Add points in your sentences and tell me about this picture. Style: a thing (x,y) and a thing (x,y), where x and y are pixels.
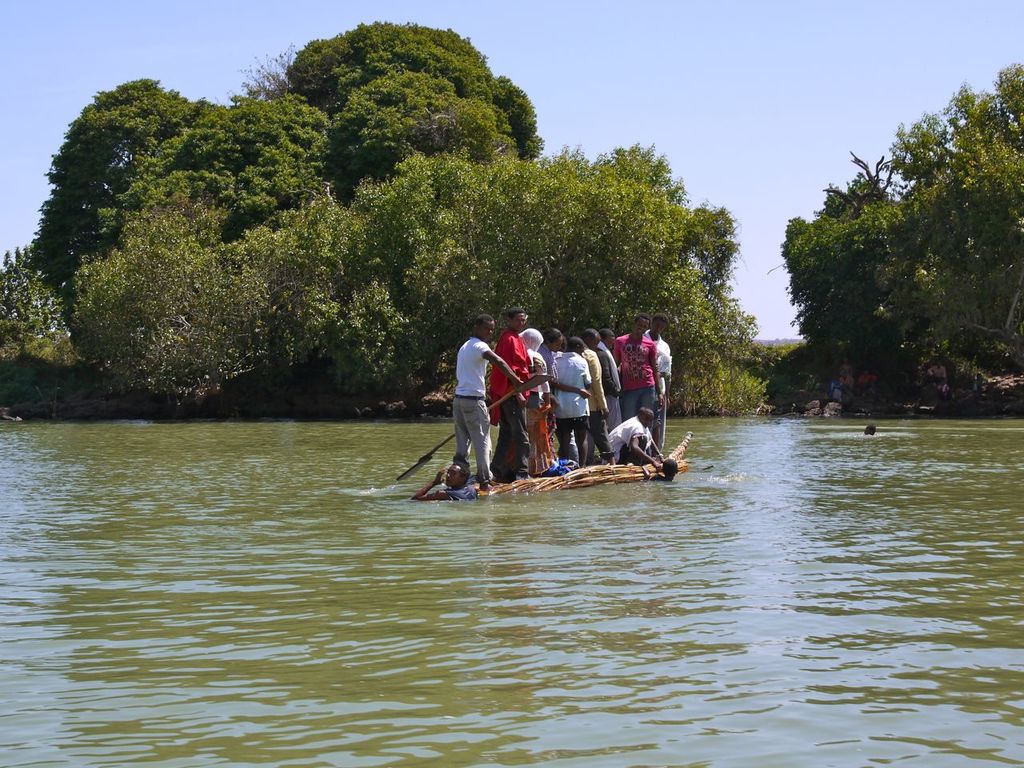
In this picture there are group of people (504,470), they are crossing the river (404,489) from one side to another with the help of bamboos (611,472) and there are trees (63,314) at the center of the image (676,286), and there are some other people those who are sitting at the bank (903,403) of the river (457,579) at the right side of the image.
